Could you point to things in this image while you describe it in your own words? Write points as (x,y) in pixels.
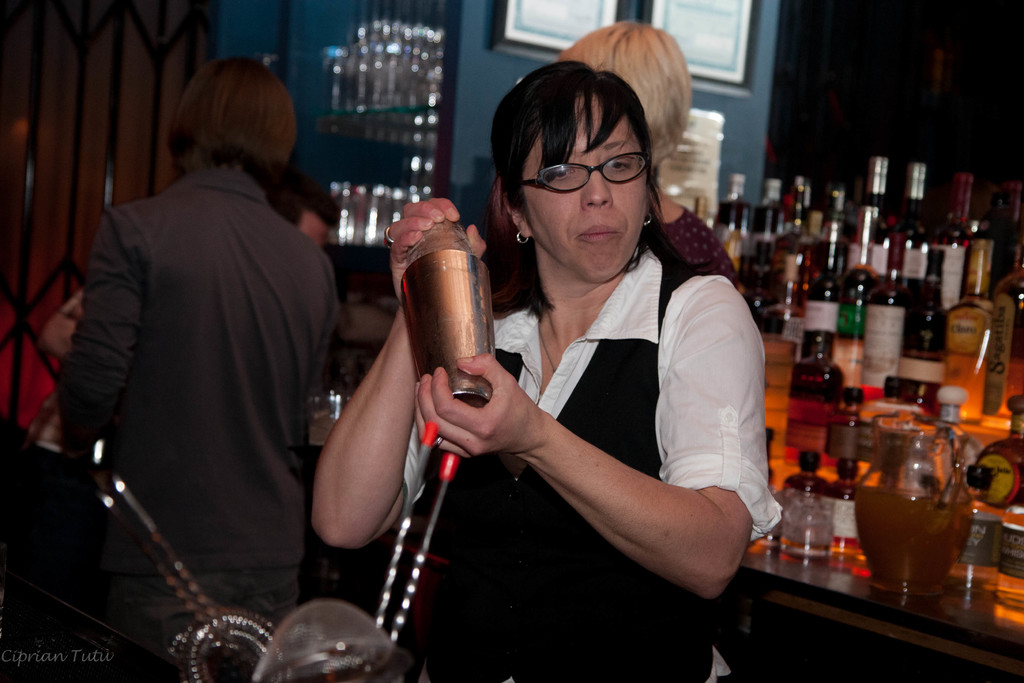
This picture is clicked inside. In the center (638,267) there is a woman (630,275) holding an object (449,248) and standing on the ground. In the foreground (350,623) there are some objects (335,644). On the left (173,138) there are two persons (120,359) standing on the ground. On the right (876,354) we can see there are many number of bottles (894,404) and some other objects (892,533) are placed on the top of the table (861,577). In the background (704,14) we can see the door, picture frames (745,68) hanging on the wall (465,13) and a person (665,71) seems to be standing on the ground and there are many other objects (390,67).
